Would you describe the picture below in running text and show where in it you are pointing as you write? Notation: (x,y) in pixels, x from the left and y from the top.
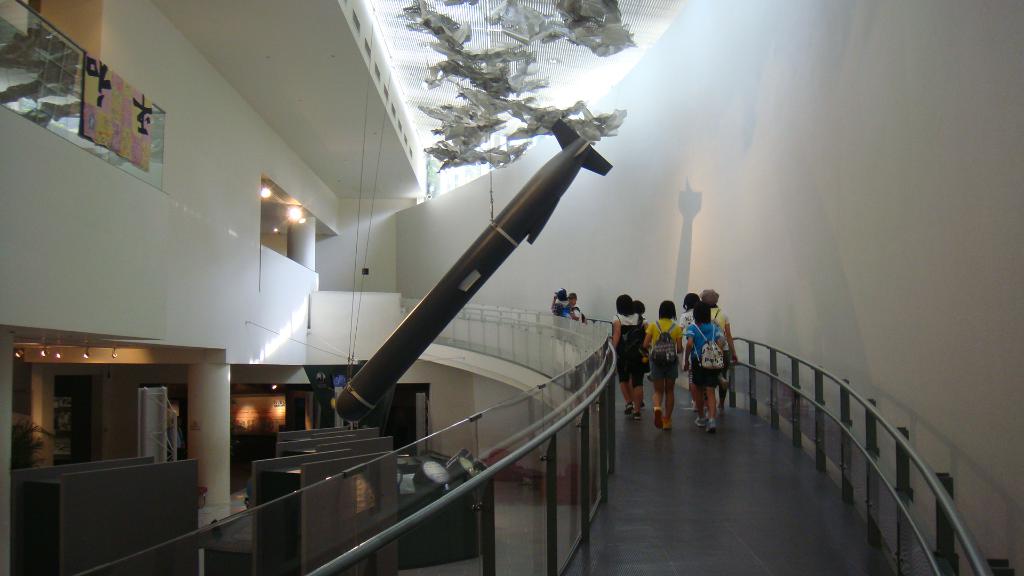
In this picture we can see an inside view of a building (657,274), some people (702,364) are walking on the floor (731,481), pillars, railings (607,358), lights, cloth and some objects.
